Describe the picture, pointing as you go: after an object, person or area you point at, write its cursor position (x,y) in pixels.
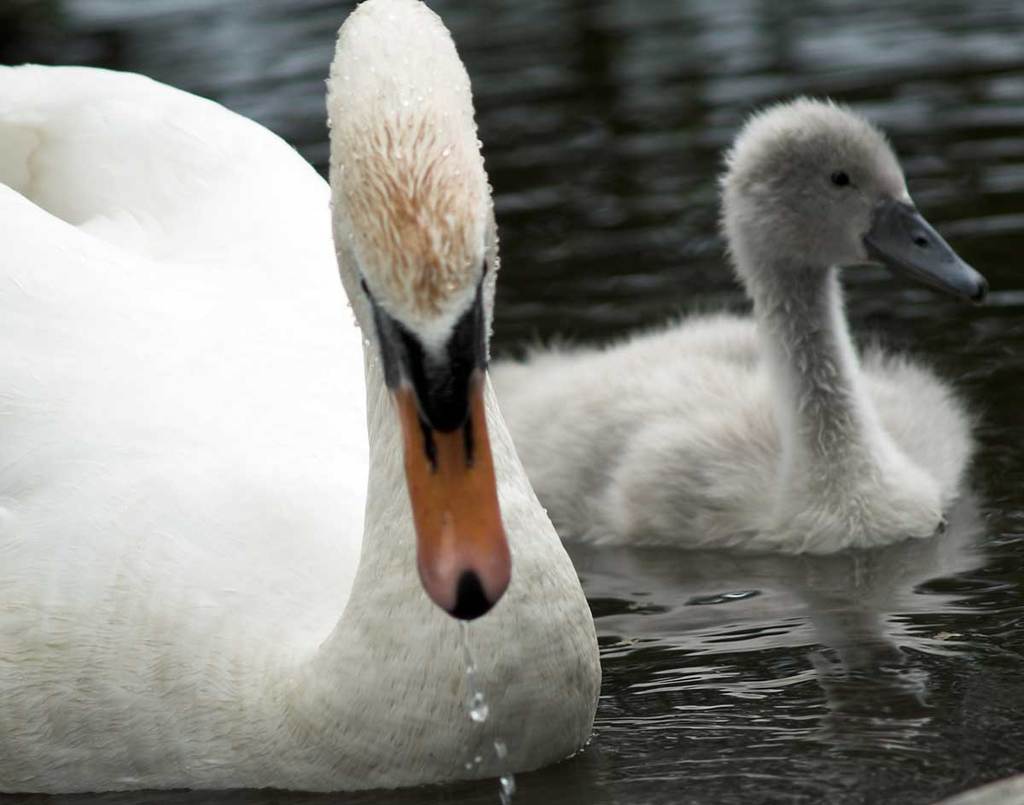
In the picture we can see two swans (287,676) in the water (1010,657), which are white in color one with an orange color beak (432,441) and one is with a gray color beak (922,239).
